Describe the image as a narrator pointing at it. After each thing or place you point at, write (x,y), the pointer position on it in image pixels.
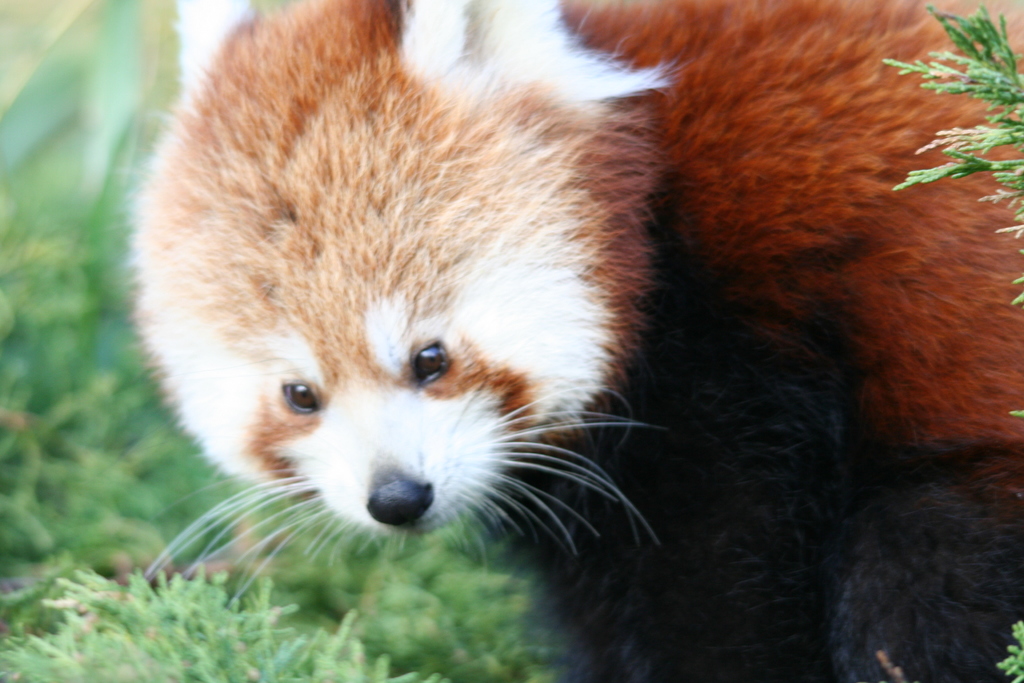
In this image I can see an animal (323,342) which is in brown, black and white color. It is on the grass (140,587).
